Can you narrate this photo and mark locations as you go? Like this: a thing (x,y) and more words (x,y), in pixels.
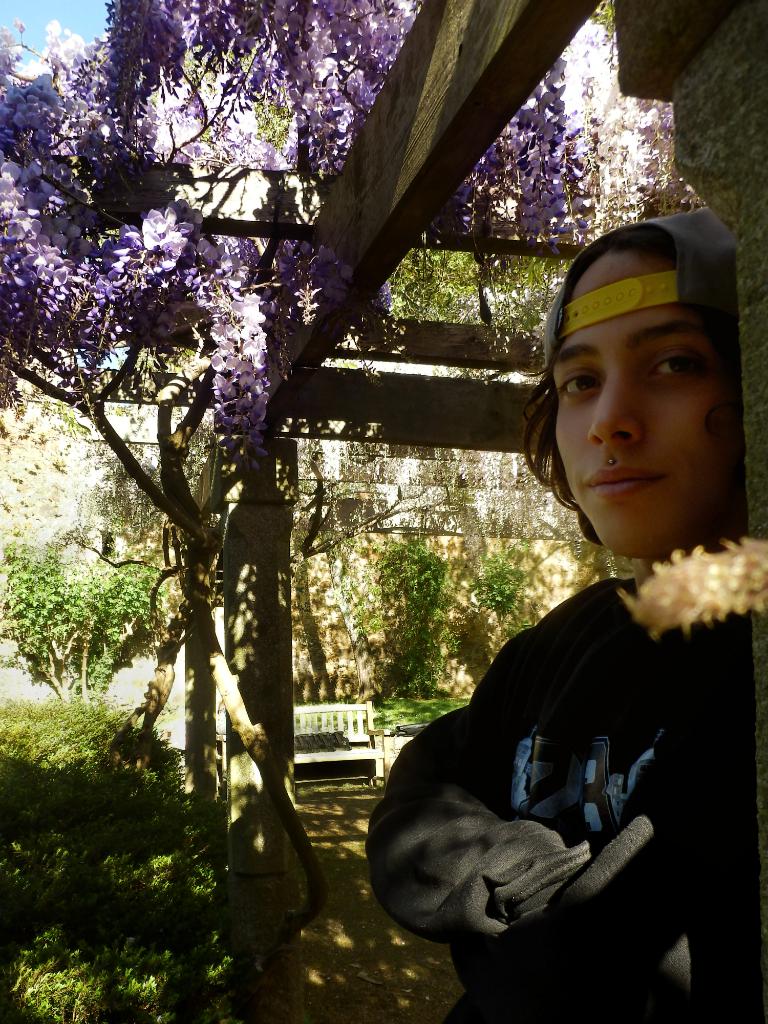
There is one person (569,726) standing and wearing a black color dress (576,788) on the right side of this image (609,645). There is a wall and some trees (262,308) in the background (0,496). There is a bench (350,753) at the bottom of this image (339,754).
